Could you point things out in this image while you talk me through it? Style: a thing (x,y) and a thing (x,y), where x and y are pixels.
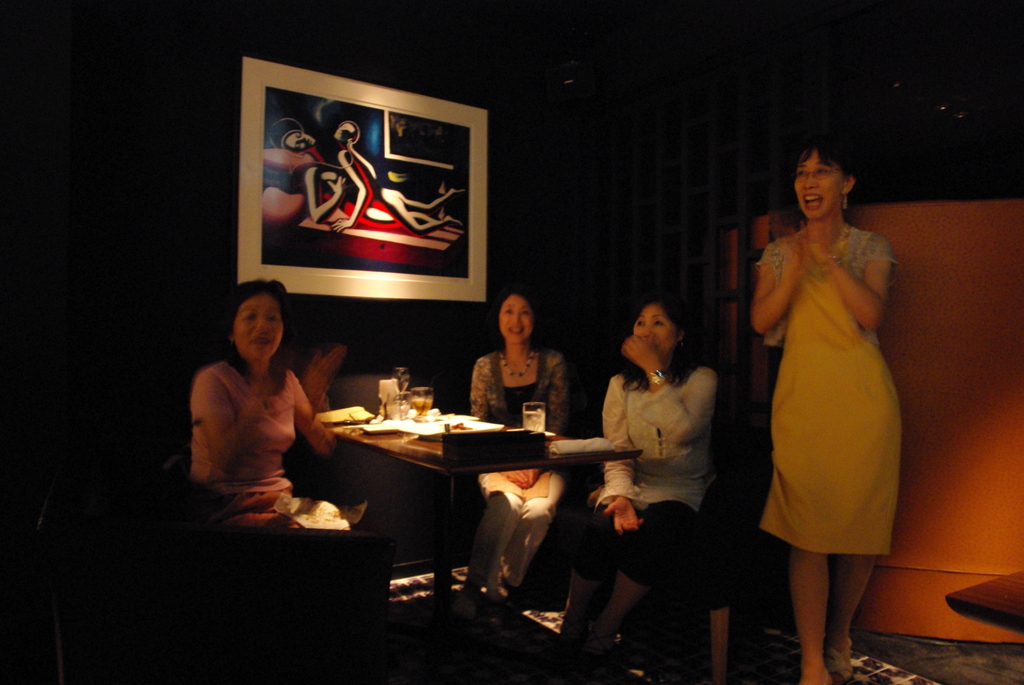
people (654,409) are sitting around the table (441,447). the person (869,390) at the right (848,367) is standing. on the table (438,460) there are glass (529,420), plates (439,421). behind them there is a photo frame (329,239).
